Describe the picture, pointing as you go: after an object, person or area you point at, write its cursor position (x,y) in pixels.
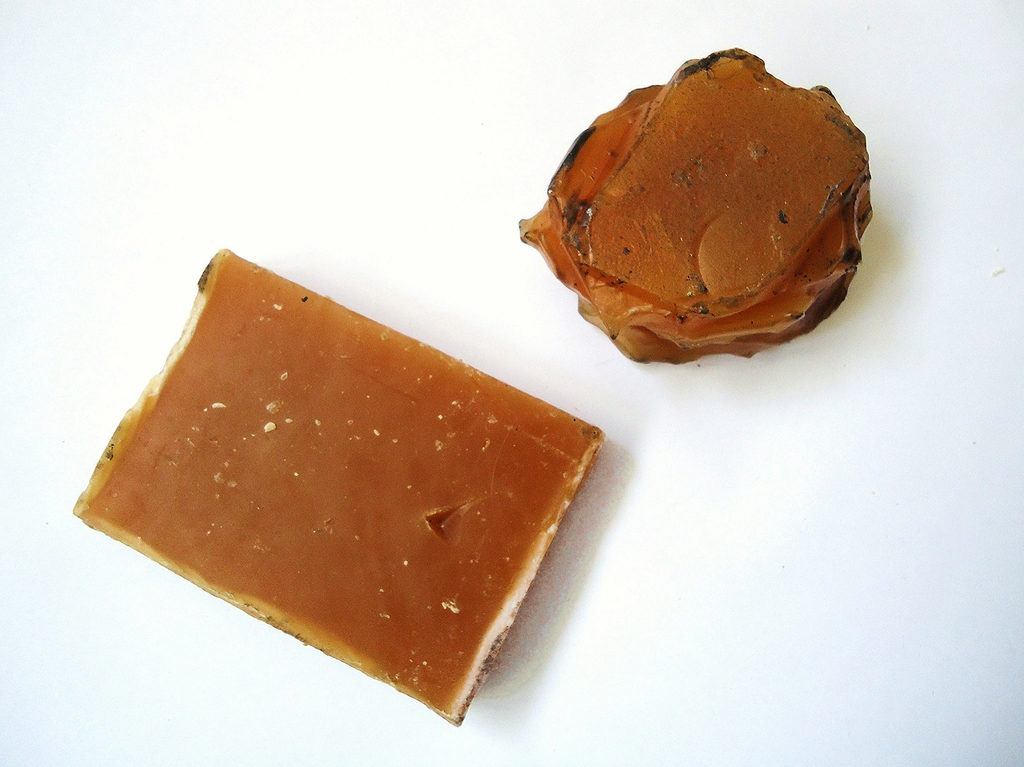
This image consists of two brown color objects (639,230) with looks like jelly (550,469) or wax (449,502) are kept on the floor (887,488).
